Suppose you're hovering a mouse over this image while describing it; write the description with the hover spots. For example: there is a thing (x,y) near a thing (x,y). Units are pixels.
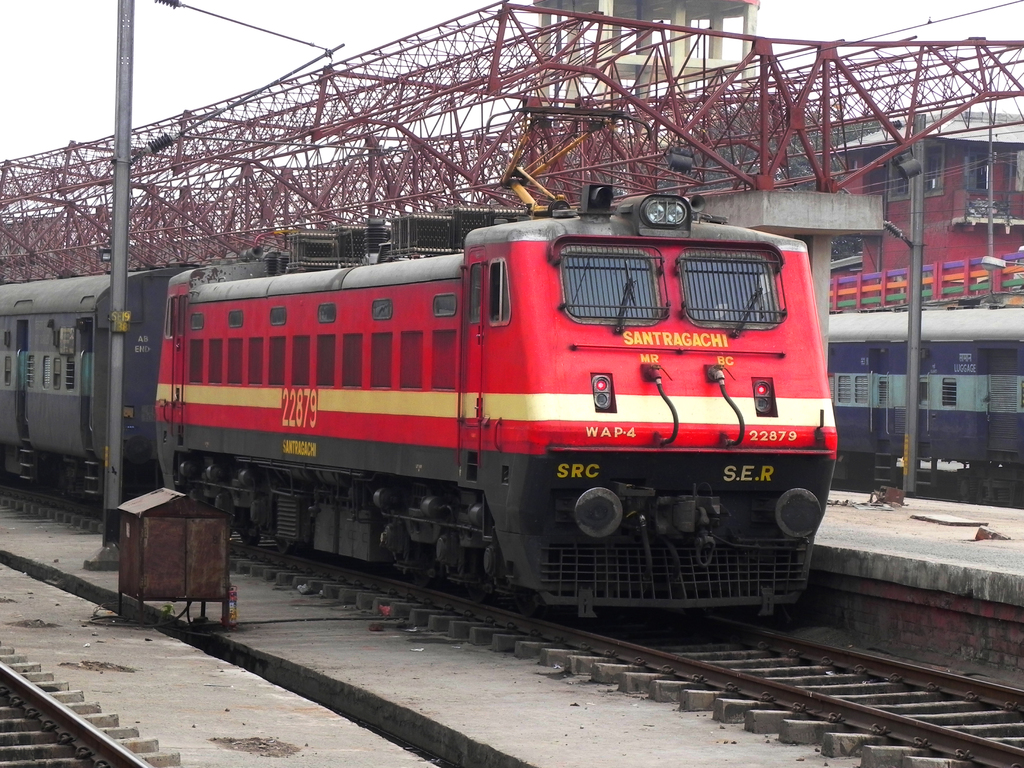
In this image, we can see trains (806,375) and tracks (93,747). There is a pole (114,294) on the left (116,364) and on the right side of the image (918,269). There is a power box (172,574) in the bottom left of the image (182,600). There are support beams (746,91) and pillars (746,30) at the top of the image (531,57). There is a platform (952,549) in the bottom right of the image (940,657).
